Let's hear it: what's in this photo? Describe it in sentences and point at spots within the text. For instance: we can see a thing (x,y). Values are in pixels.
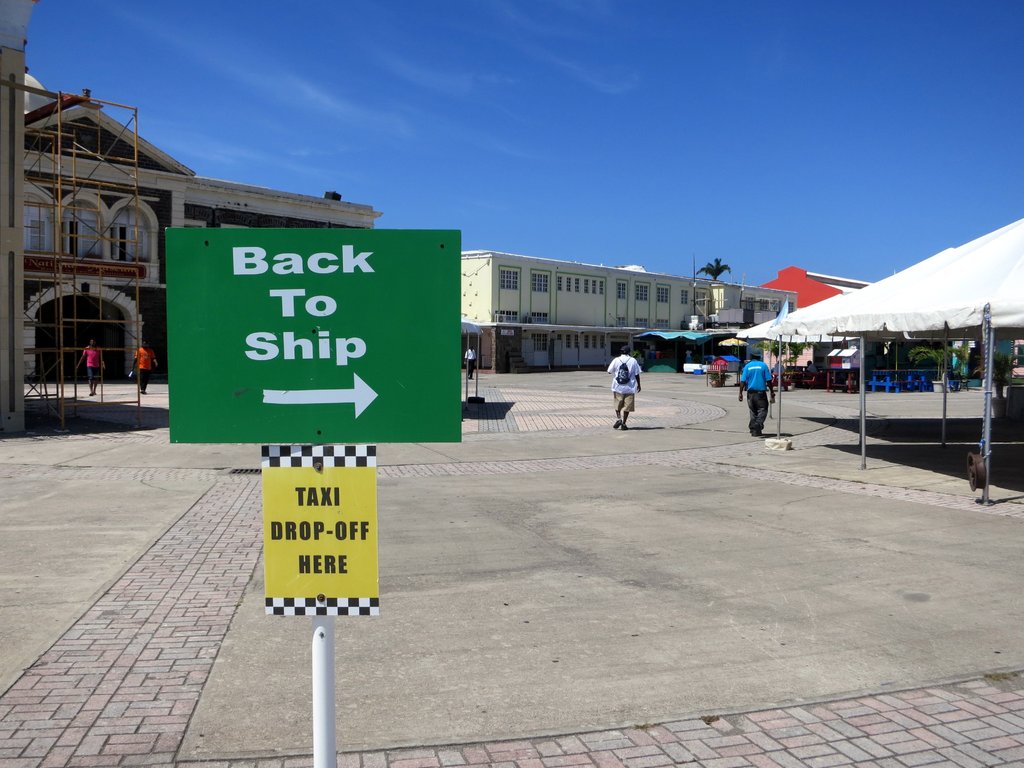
In the foreground (322,331) there is a board (322,331). In the background (71,379) there are buildings (840,342). In the right (928,322) there is a tent (902,311). Few people (754,375) are there in the image the sky (683,211) is clear.
